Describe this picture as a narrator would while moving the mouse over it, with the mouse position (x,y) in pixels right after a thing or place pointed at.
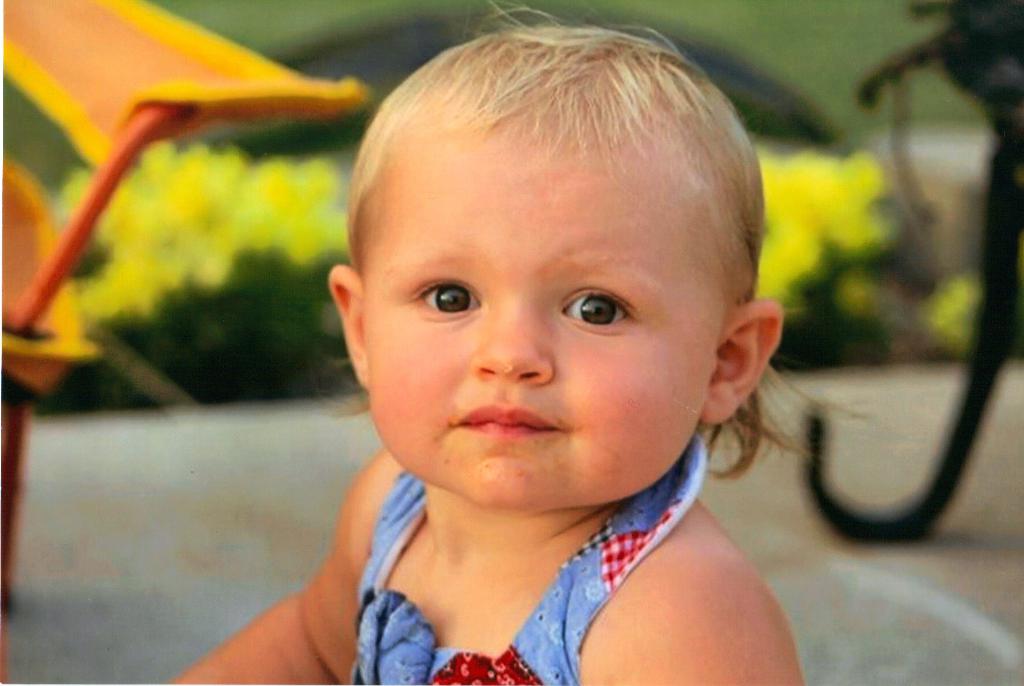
In this image, we can see a baby (543,512) is watching. Background (118,22) we can see a blur view. Here we can see plants (961,328). Few objects (1005,315) on the surface (160,499).
